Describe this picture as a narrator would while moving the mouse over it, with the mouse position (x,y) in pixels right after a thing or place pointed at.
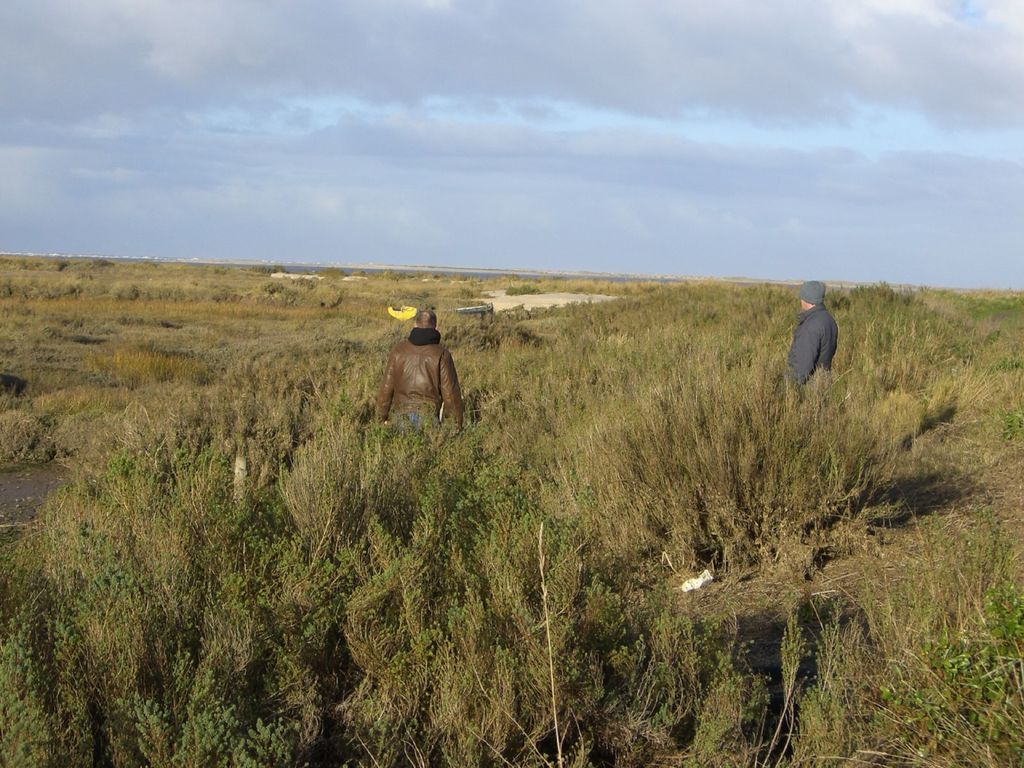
In this image I can see two people (439,369) with brown, black and grey color dresses (811,343). These people (441,398) are standing in-between the plants (416,468). In the background (374,203) I can see the clouds (486,63) and the sky (513,69).
